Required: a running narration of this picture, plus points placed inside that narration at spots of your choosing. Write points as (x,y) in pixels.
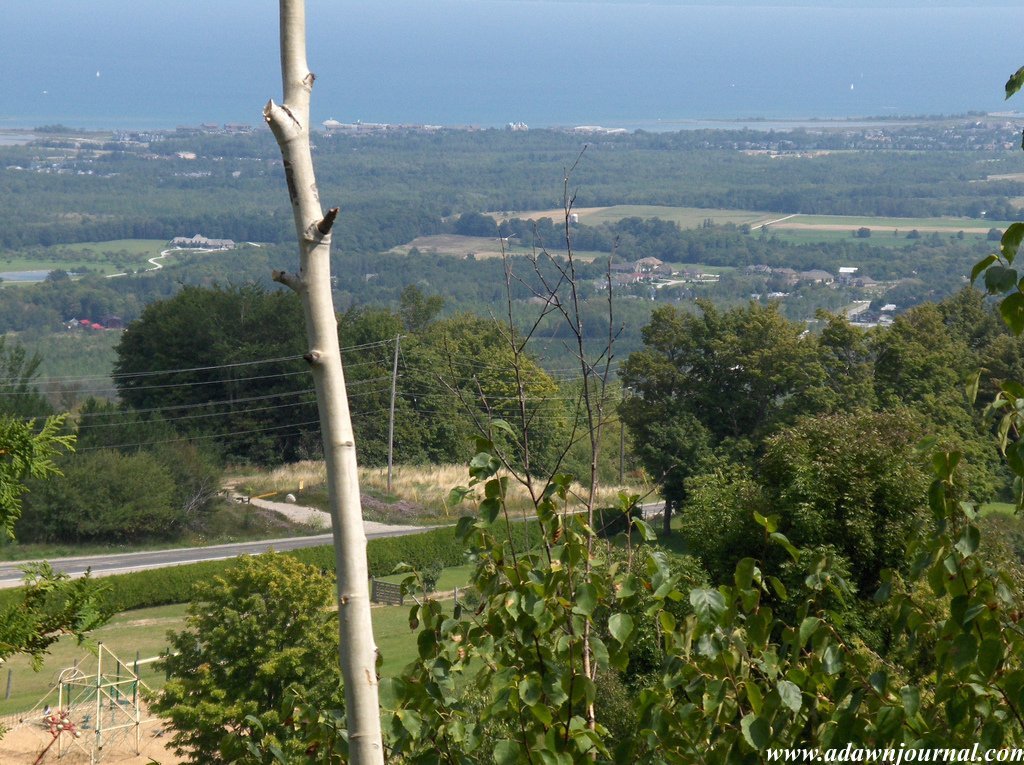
In this image we can see trees (526,579), ground (392,613), grill (110,663), road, bushes (460,549), plants (543,519), water (23,273) and sky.
